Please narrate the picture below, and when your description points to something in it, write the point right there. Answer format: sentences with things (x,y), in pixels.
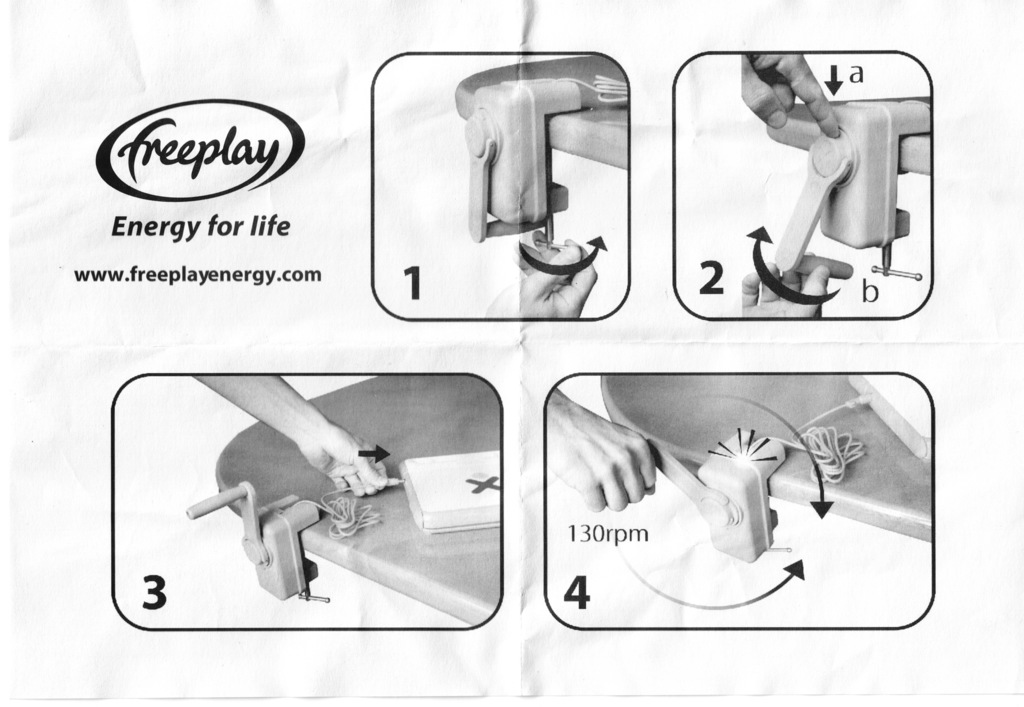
This picture is an edited picture. In this image there is a person (592,447) holding the device (731,521) and there is a device (711,525) and wire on the table (918,507). At the top (272,220) there is a text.
